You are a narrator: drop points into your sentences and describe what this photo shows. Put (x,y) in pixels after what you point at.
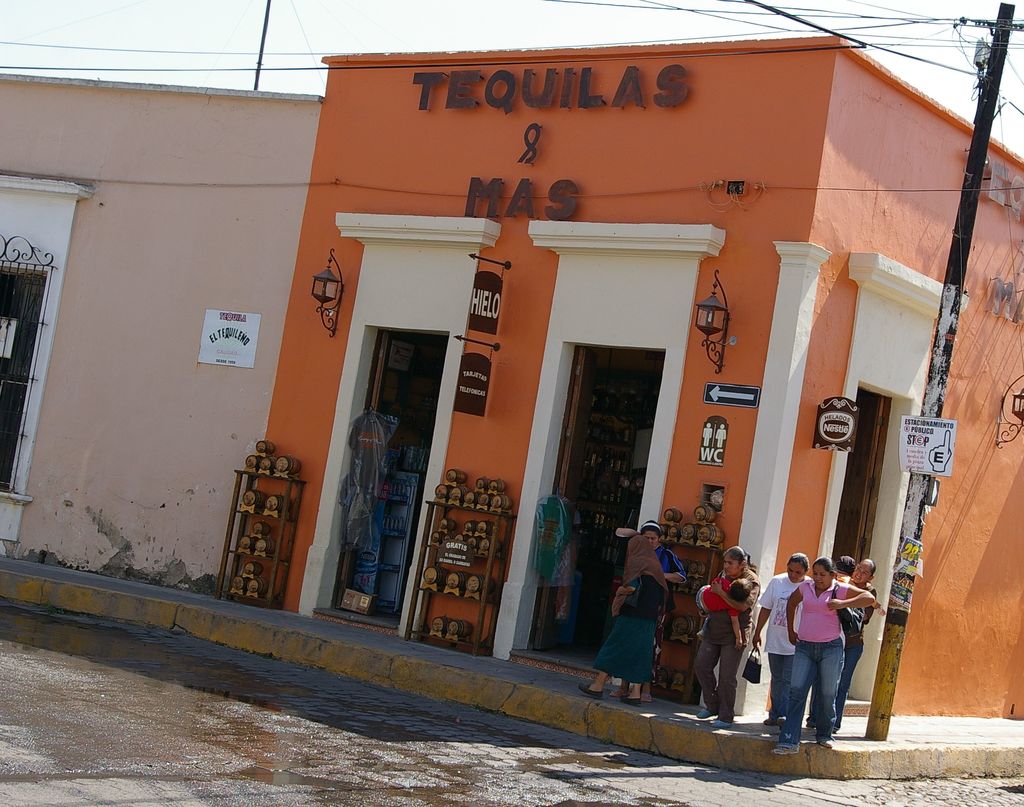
This picture is clicked outside. On the right (710,677) we can see the group of persons (712,680) and an orange color building (357,239) and we can see the text (635,85) on the building (570,160) and there are some items (456,507) and we can see a pole (887,655) and cables (992,23). In the background (883,35) there is a sky (256,31).
